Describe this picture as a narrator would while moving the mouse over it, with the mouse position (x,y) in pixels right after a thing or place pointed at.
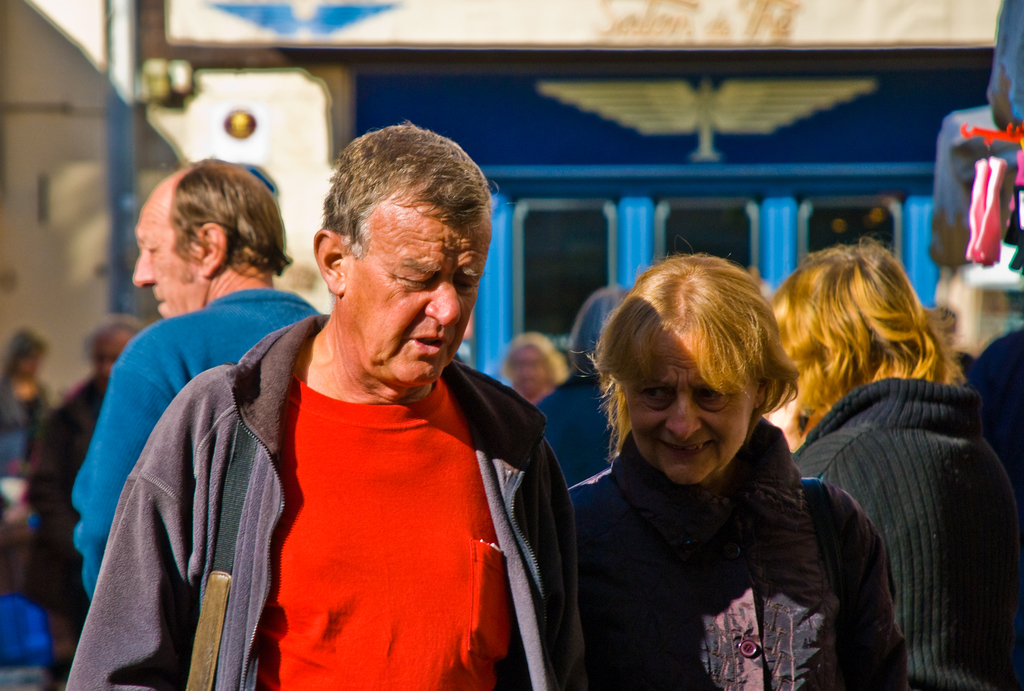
In this picture there are group of people (689,393). At the back (834,119) there is a building (543,244) and there is a board (710,91) on the building (692,139) and there it looks like a pole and there is a text (783,25) on the board (643,38).
